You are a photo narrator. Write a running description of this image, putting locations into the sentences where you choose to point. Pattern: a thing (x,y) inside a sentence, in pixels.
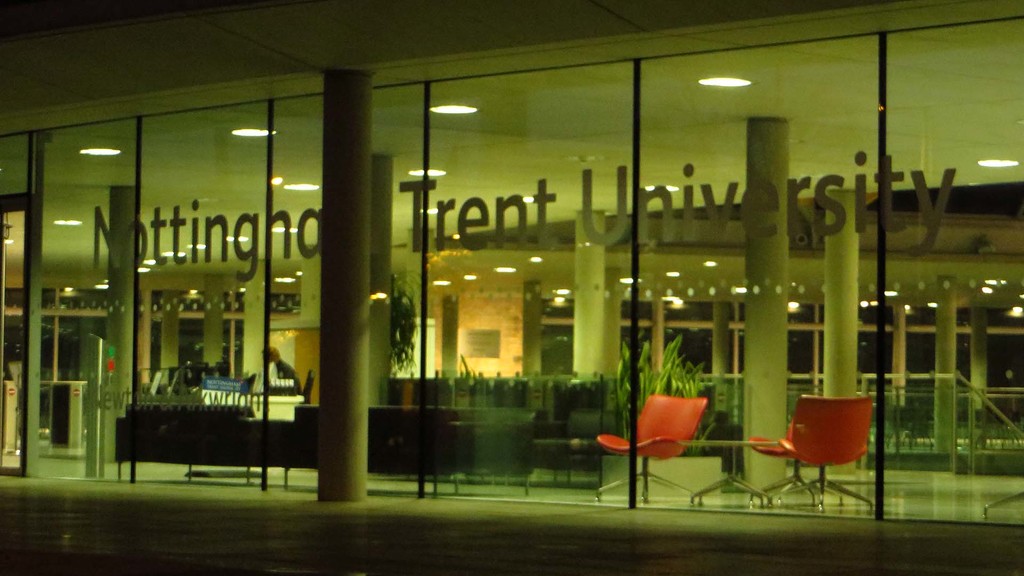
There is a building (566,214) with glass wall (548,227) and pillars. On the glass wall (377,218) something is written. Inside the building (489,377) there are sofas (533,410), chairs (839,429) and plants (402,349). On the ceiling (522,142) there are lights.
